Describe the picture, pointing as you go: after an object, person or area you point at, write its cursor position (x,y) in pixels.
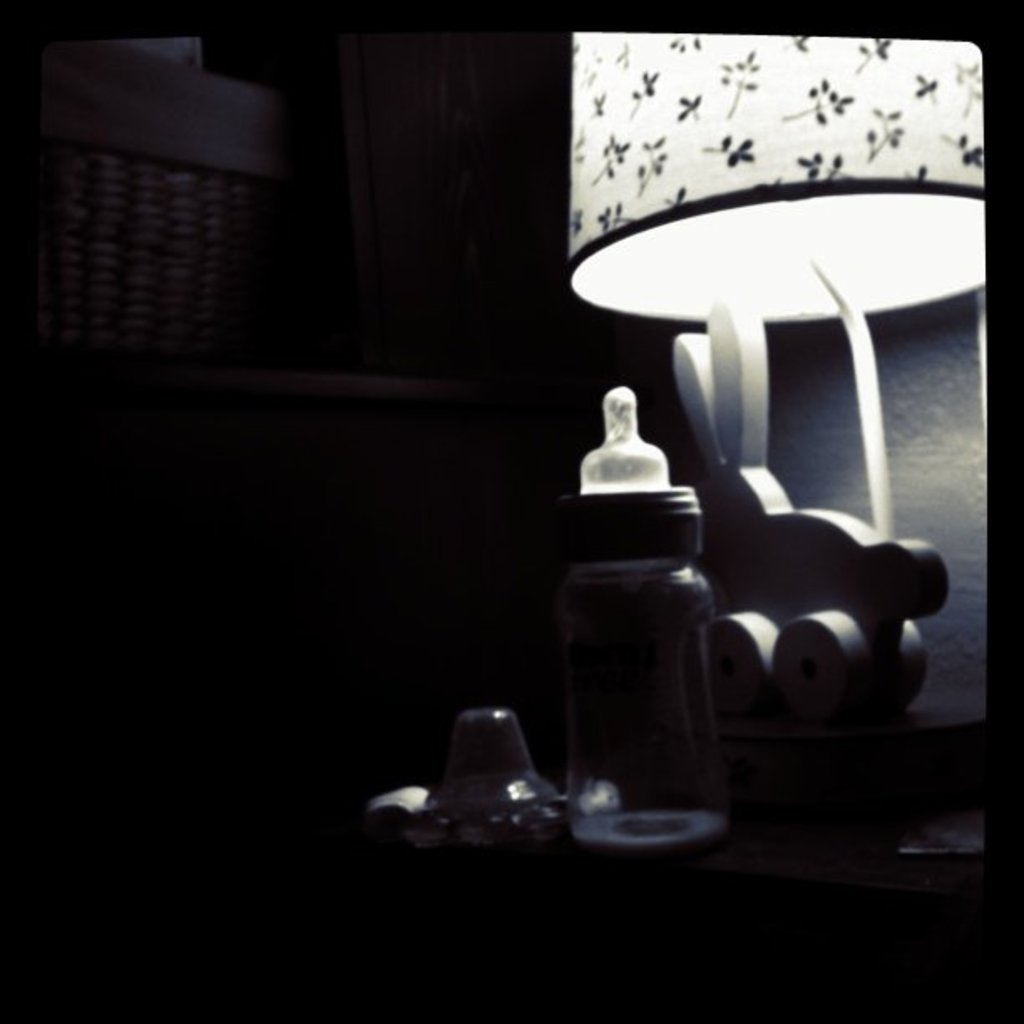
This is an edited image with the black borders (67,1011). On the right corner (873,165) we can see the lamp (734,779) and we can see a bottle (632,686) and some other objects (530,810). In the background (154,239) we can see a wooden basket (208,231) and many other objects (291,377).
